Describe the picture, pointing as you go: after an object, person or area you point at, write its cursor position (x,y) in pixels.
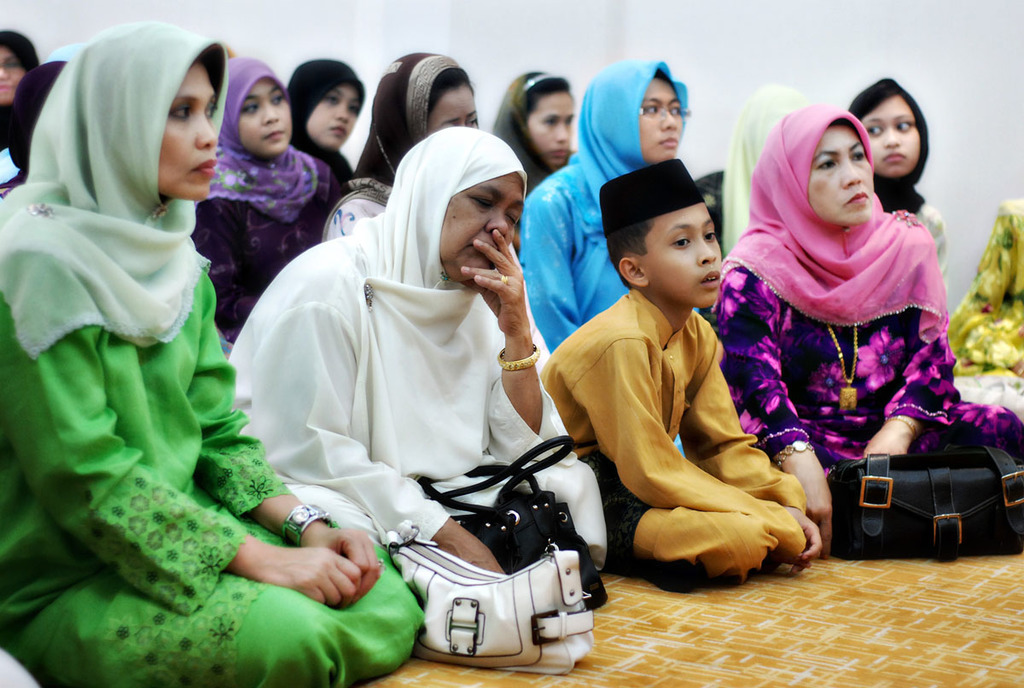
In this image, there are group of people (906,378) sitting on the floor (797,606). The background wall (465,45) is white in color. This image is taken inside a house (102,24) during day time.
